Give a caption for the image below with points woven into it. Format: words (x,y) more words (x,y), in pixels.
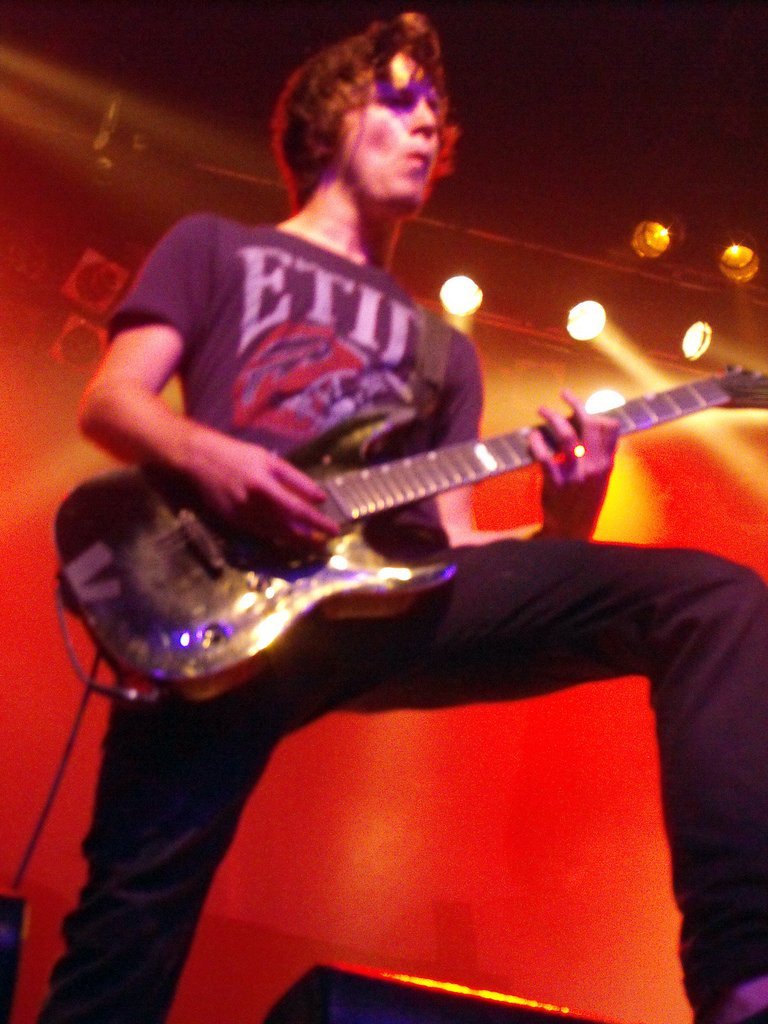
As we can see in the image there are lights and a man (367,399) holding guitar (173,500).
